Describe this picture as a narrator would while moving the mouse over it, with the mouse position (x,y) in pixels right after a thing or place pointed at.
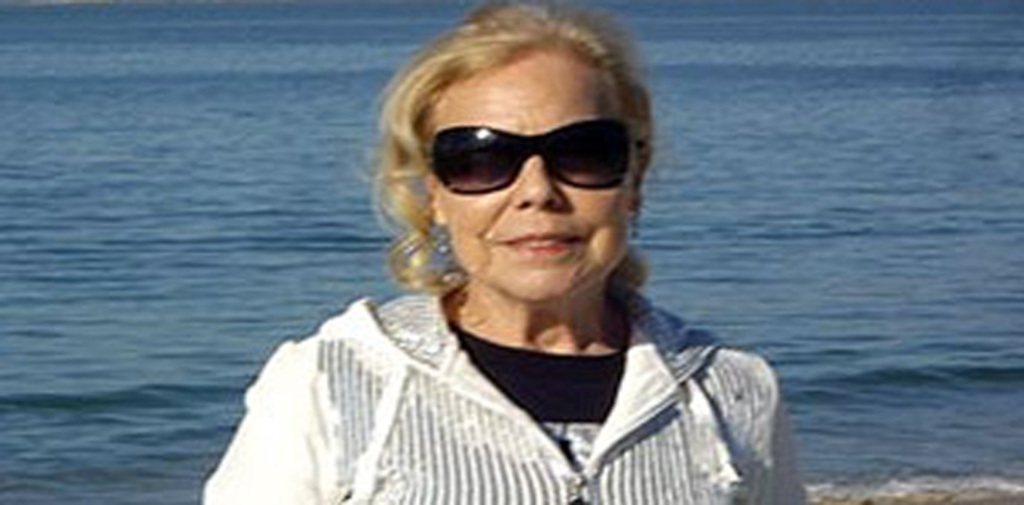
In the picture I can see a woman (724,377) wearing white color jacket (345,472), black T-shirt (566,364) and glasses (616,146) is in the center of the image (471,186). In the background (794,72), we can see the water (709,191).
